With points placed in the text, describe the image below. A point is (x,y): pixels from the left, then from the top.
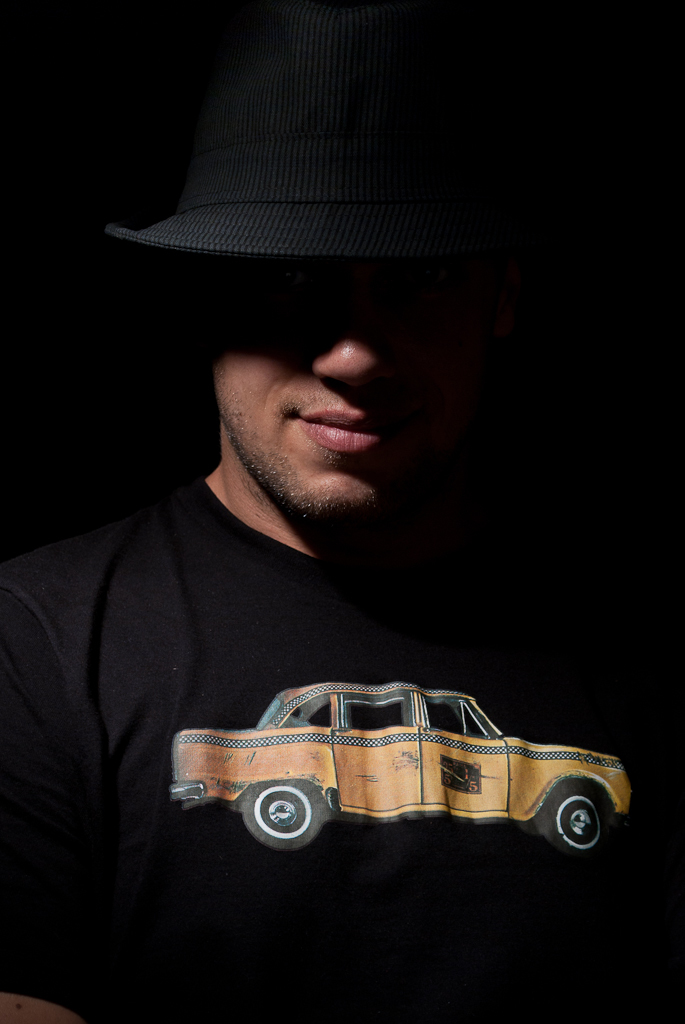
In this image there is a person (362,588) wearing black shirt (372,588) and black cap (375,234). There is a car painting (389,763) on the shirt (354,752).
